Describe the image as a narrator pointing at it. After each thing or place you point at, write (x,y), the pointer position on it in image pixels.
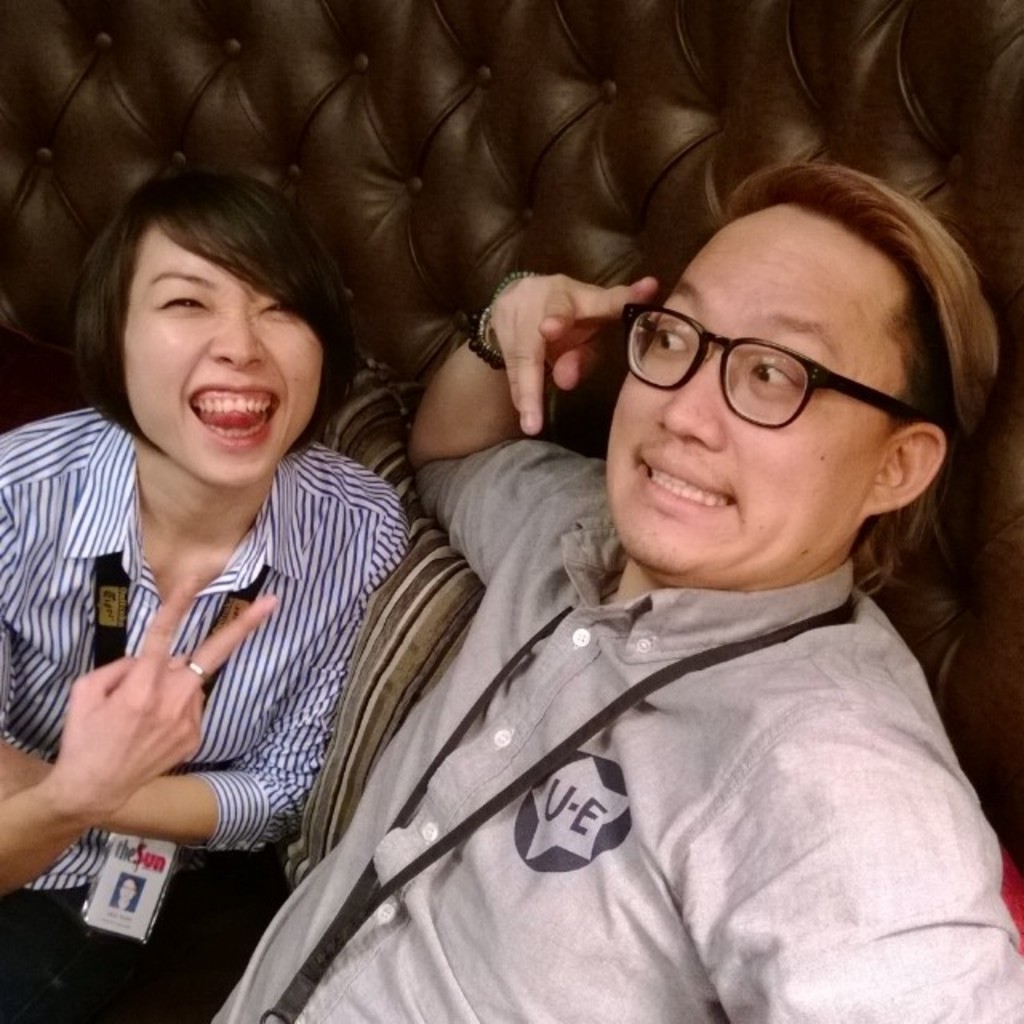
In this image we can see few people (575,824) sitting on the couch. We can see few people (265,807) wearing the identity cards (173,859) in the image. There is a pillow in the image.
